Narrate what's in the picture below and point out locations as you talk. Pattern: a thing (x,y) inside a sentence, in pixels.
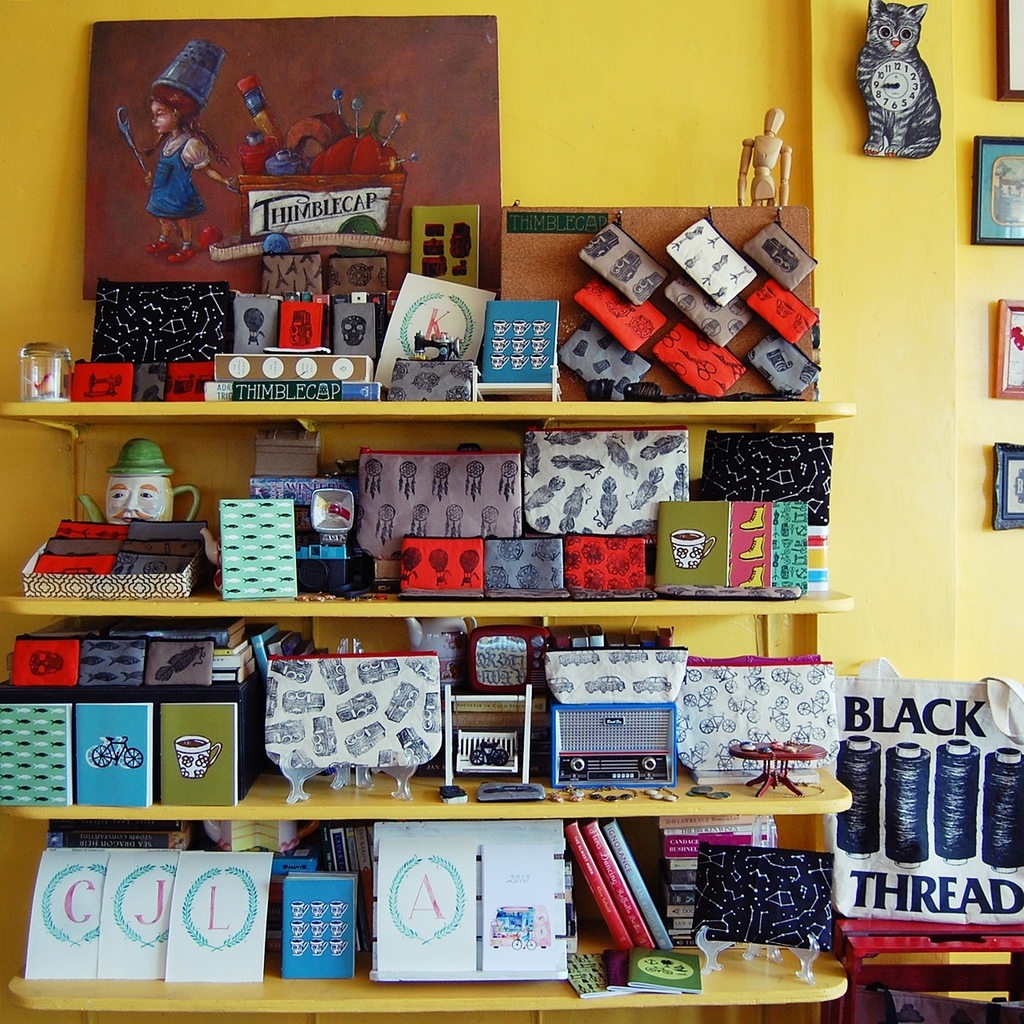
In this image I can see shelves (147,998) in which there are boxes (496,844) and other items (445,504). There are photo frames (980,166) and a clock (895,139) on the wall (868,178).
